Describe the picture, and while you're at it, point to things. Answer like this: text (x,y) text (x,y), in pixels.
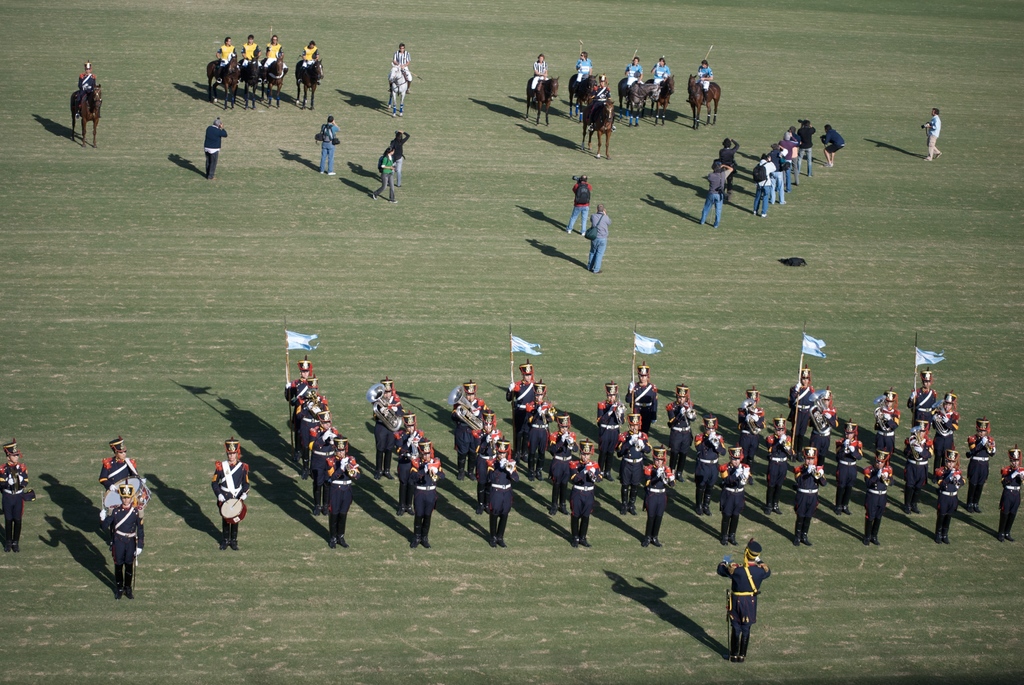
In this image there are people (602,240) and we can see flags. There are people (254,53) sitting on the horses (552,85).
